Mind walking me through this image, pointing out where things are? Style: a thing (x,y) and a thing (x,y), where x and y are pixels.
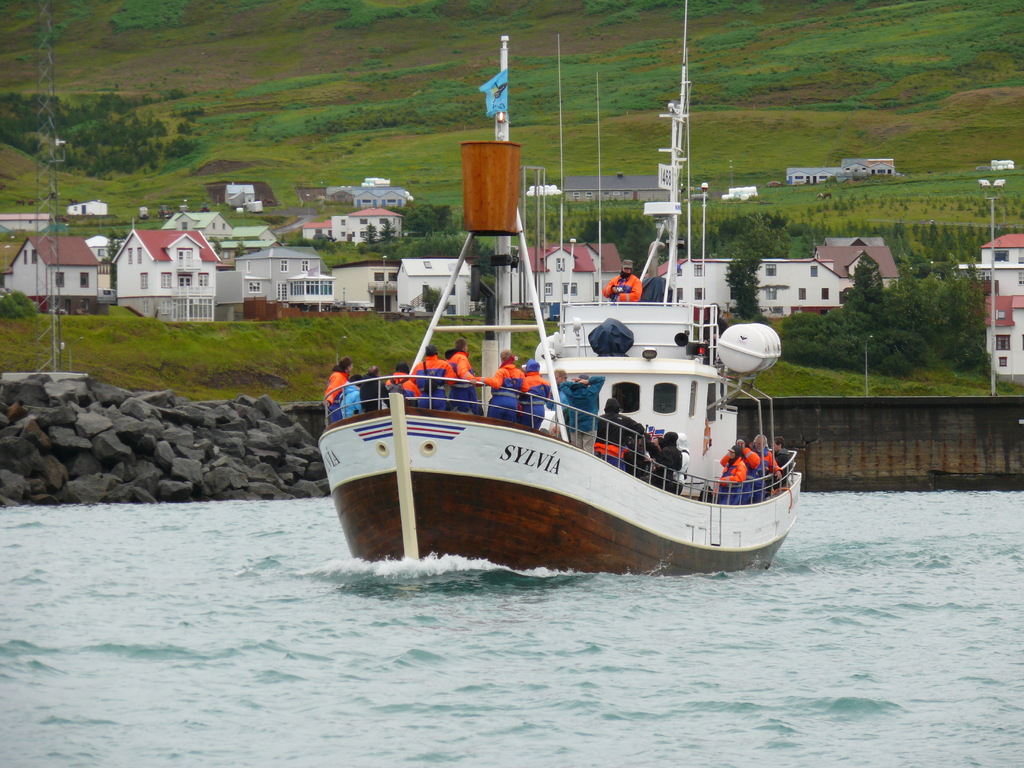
In this image there are group of people (523,408) on the boat (426,438), which is on the water (290,654), and in the background (410,291) there are rocks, trees (16,304) and houses (410,291).
